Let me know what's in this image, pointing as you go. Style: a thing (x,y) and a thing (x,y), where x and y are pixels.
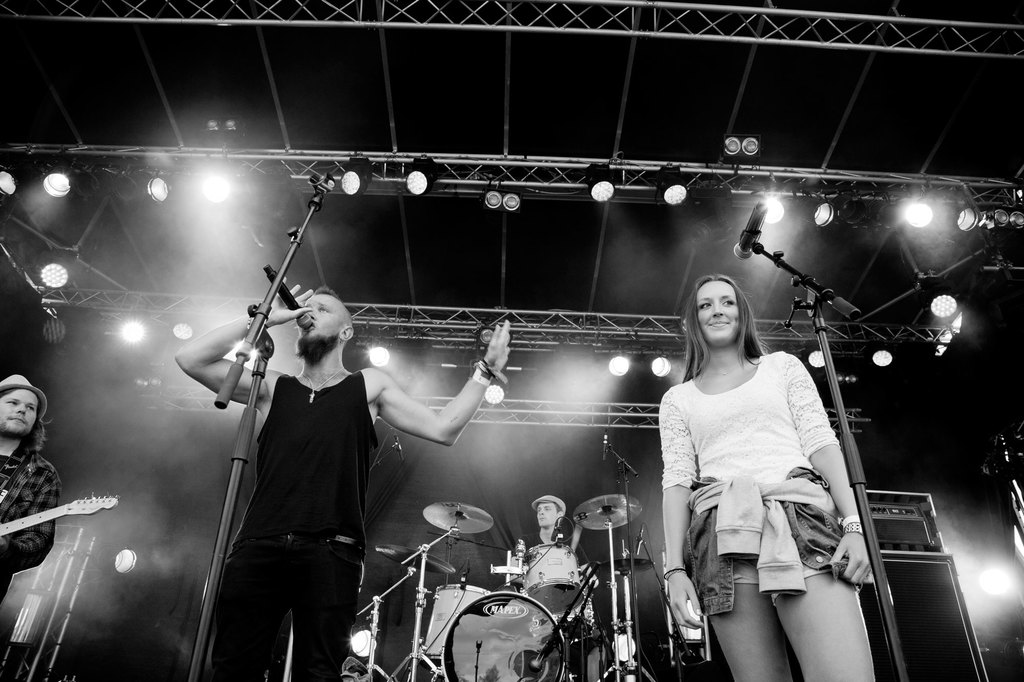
In this image I can see number of people (816,611) where a man (300,350) is holding a mic (265,268) and another one is holding a guitar (88,501). In the background (543,500) I can see a person (556,503) is sitting next to a drum set (488,595). Here I can see number of lights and one more mic (756,214).
